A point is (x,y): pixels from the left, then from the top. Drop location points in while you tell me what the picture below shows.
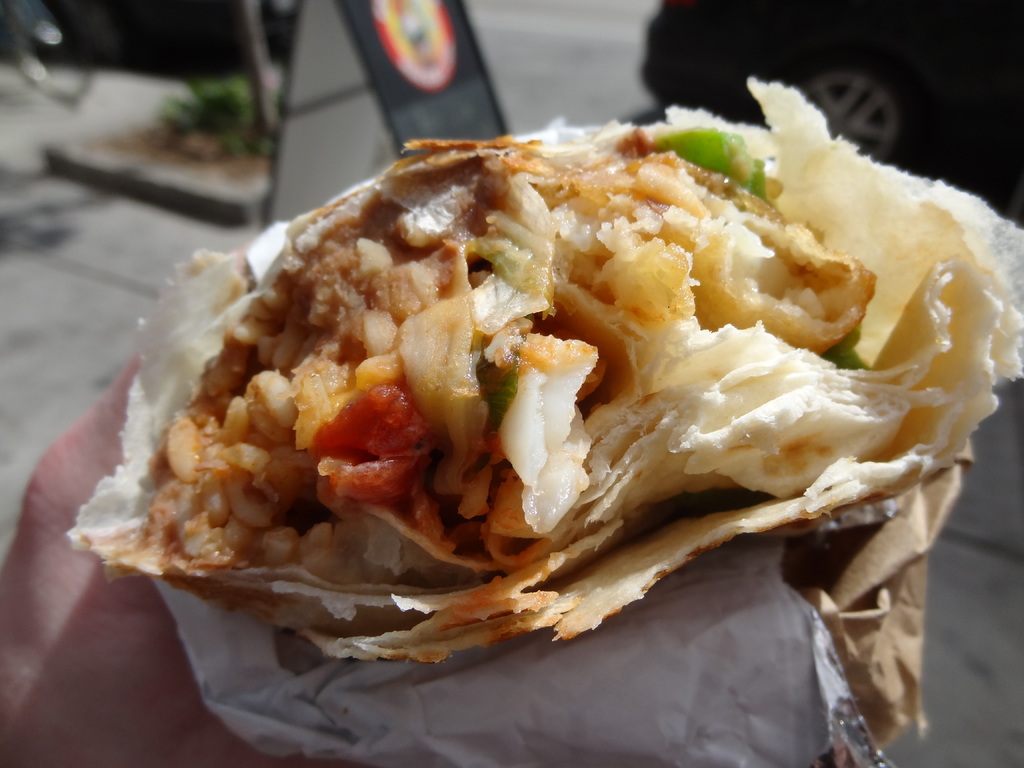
In this image I can see a food item (509,500) which is brown, red, cream and green in color in a tissue paper (559,647) and I can see a person (151,640) is holding this food item (515,428). In the background (86,244) I can see the floor (77,230), a plant (214,100), few vehicles (233,67) on the road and a black colored board (416,75).
